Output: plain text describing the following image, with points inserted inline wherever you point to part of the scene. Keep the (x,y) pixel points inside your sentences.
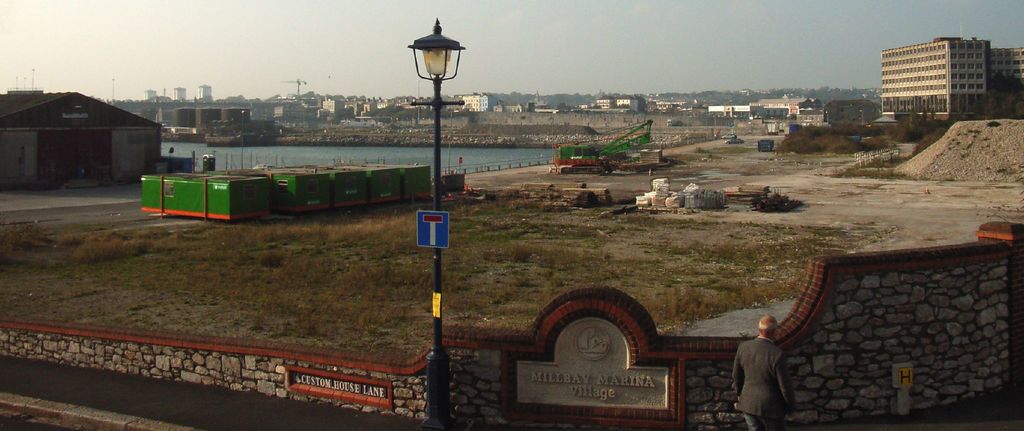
In this picture I can see a man (744,378) standing, there are name boards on the wall (626,429), there is a pole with a board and light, there are containers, there is a shed (57,152), there are buildings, trees (818,95), there is water (233,153), and in the background (691,26) there is the sky (477,7).
